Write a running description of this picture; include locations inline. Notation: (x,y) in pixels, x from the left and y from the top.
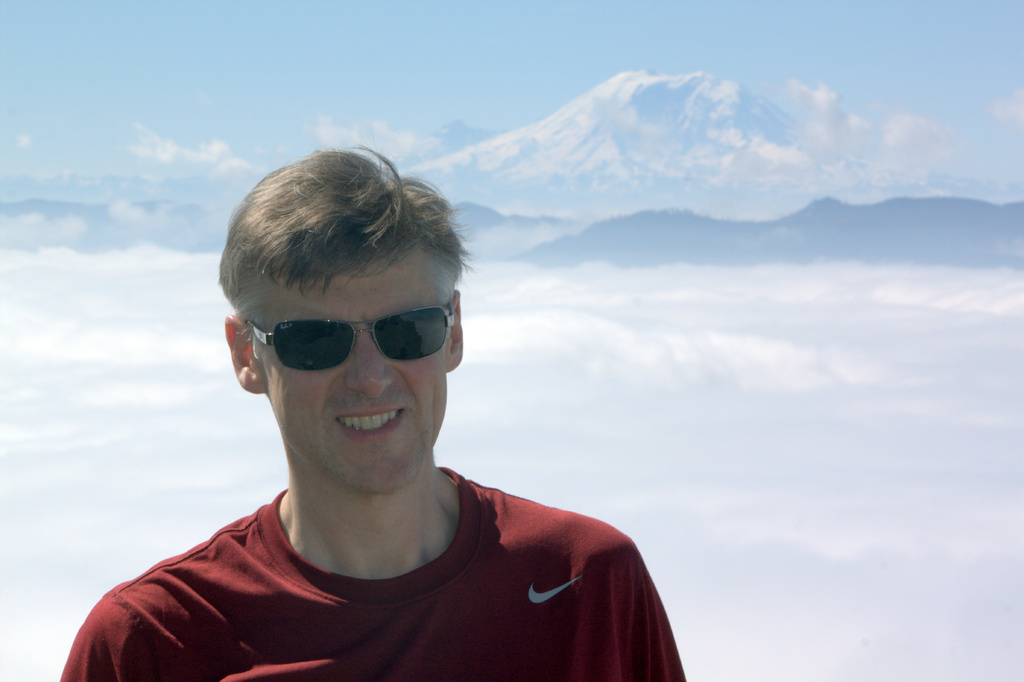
In this picture we can see a man (284,569) standing in front of ice mountains (514,154) and smiling at someone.
